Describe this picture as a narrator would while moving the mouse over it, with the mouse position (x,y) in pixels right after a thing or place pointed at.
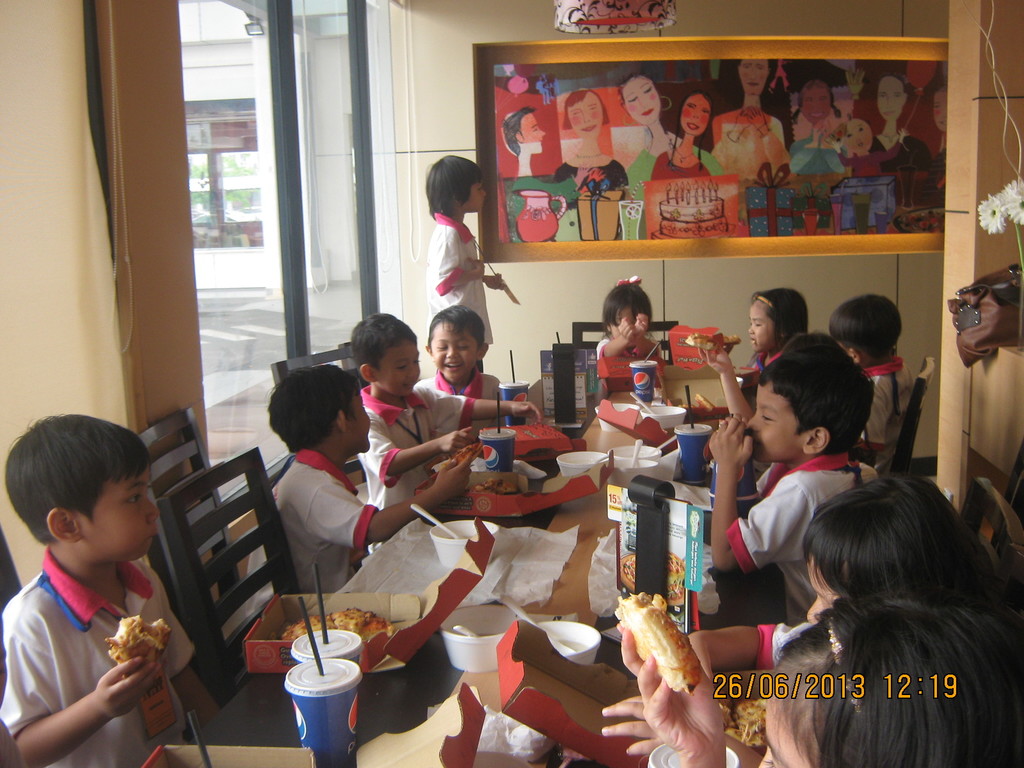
In the picture we can see a restaurant (160,371) inside it we can see a table (578,547) and some chairs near it and some children (46,475) sitting and having their meals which are on the table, and on the table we can see some meals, glasses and straws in it and we can also see some tissues (562,539) and behind them we can see a wall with a photo frame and painting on it and beside it we can see a glass wall (394,249).
